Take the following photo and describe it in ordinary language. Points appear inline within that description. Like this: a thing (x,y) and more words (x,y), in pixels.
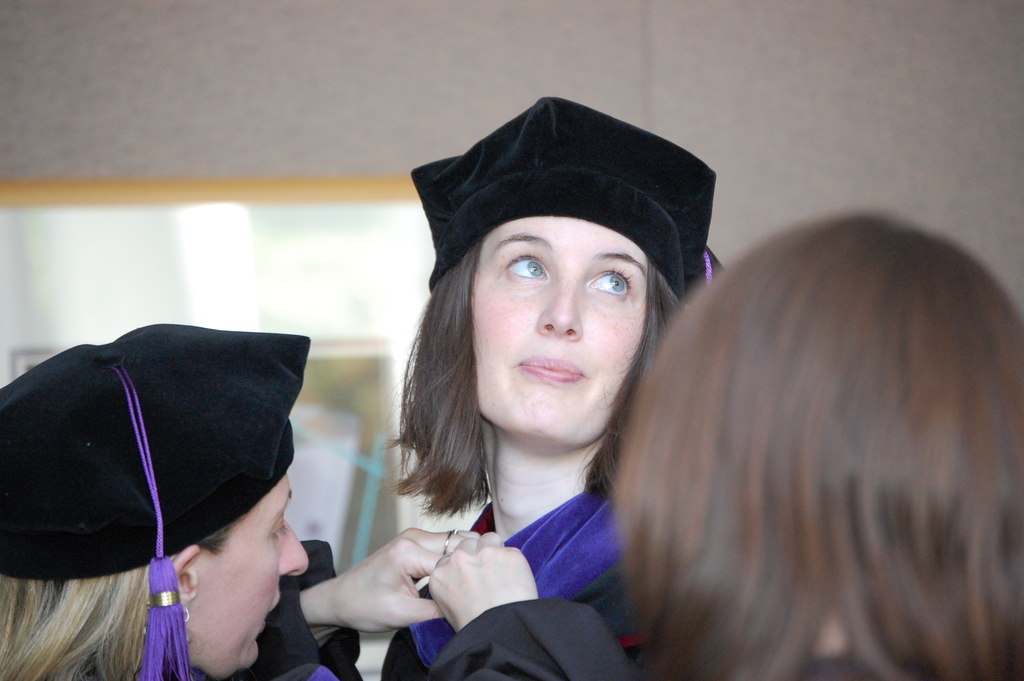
In this picture there is a girl (537,308) wearing convocation dress (591,583) with black cap (548,193) is looking up. Beside there is another girl (239,504) who is adjusting the dress (551,577). In the background (343,136) we can see beige color wall (688,92).
